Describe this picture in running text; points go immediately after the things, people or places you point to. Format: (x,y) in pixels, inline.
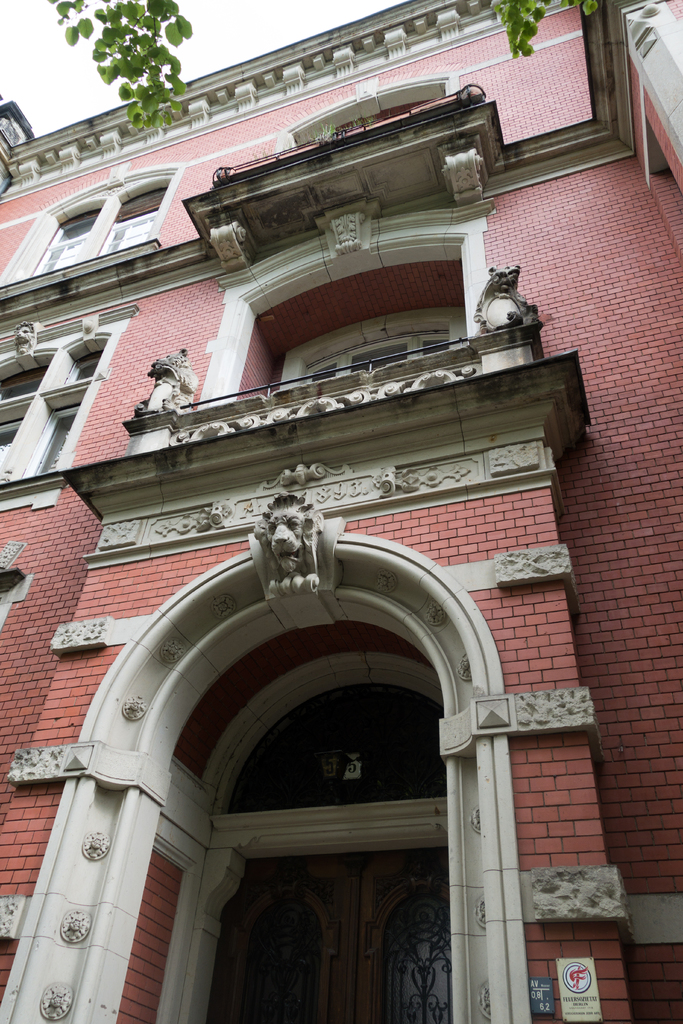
In this picture there is a building (187,598). In the center (274,531) I can see the statues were attached on the brick wall (152,1011). At the bottom (330,889) there is a door (395,893). In the bottom right corner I can see the sign board (580,1018) and poster (589,1004). At the top (49,48) there is a sky (39,11). In the top left (160,53) I can see the trees branches (142,46) and leaves (170,98).
